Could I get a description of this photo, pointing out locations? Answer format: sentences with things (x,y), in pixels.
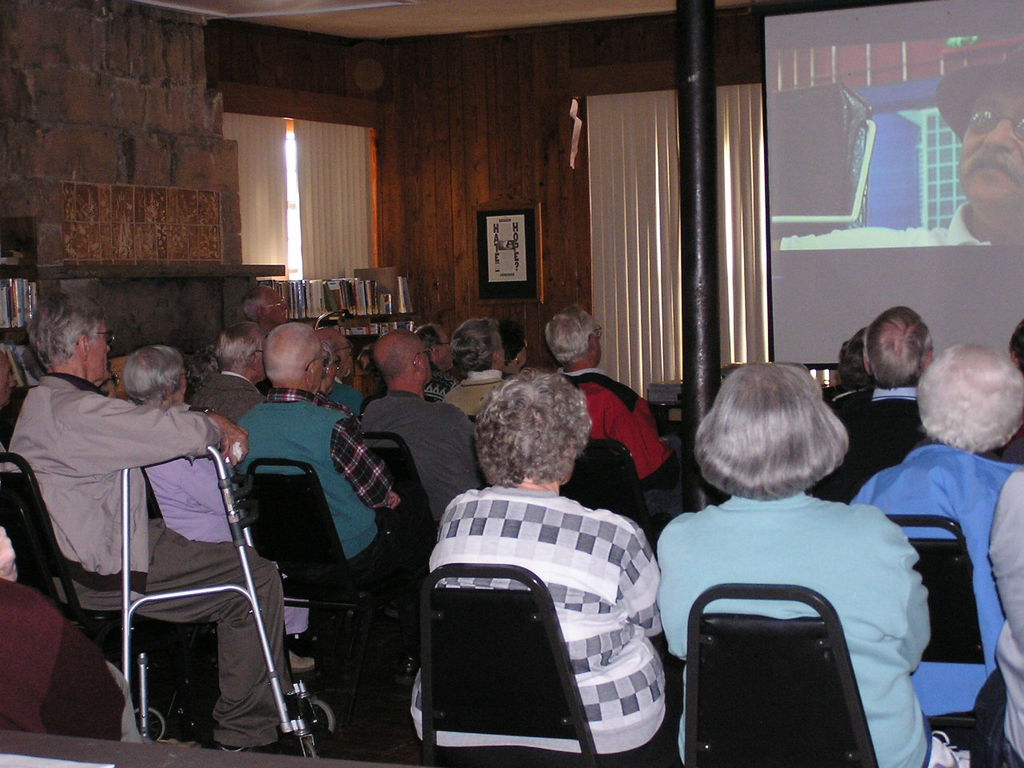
In this image I see number of people (493,402) who are sitting on chairs (950,585) and I see screen (789,165) over here and I see the wall (535,104) and I see the racks (25,331) on which there are many books (10,292).
